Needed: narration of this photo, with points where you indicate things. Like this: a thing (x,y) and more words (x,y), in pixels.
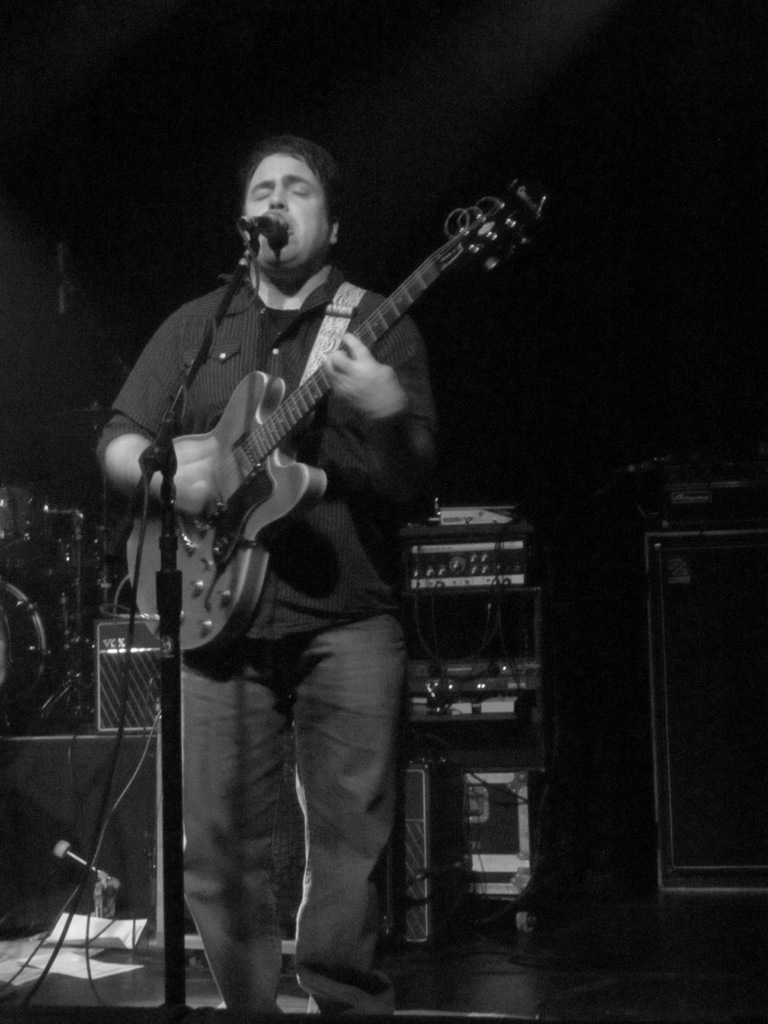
As we can see in the image there is a man (375,518) holding guitar (390,310) and singing on mic (248,227). On floor (149,956) there are papers (98,962) and behind the man (398,696) there are few musical instruments (79,524).
